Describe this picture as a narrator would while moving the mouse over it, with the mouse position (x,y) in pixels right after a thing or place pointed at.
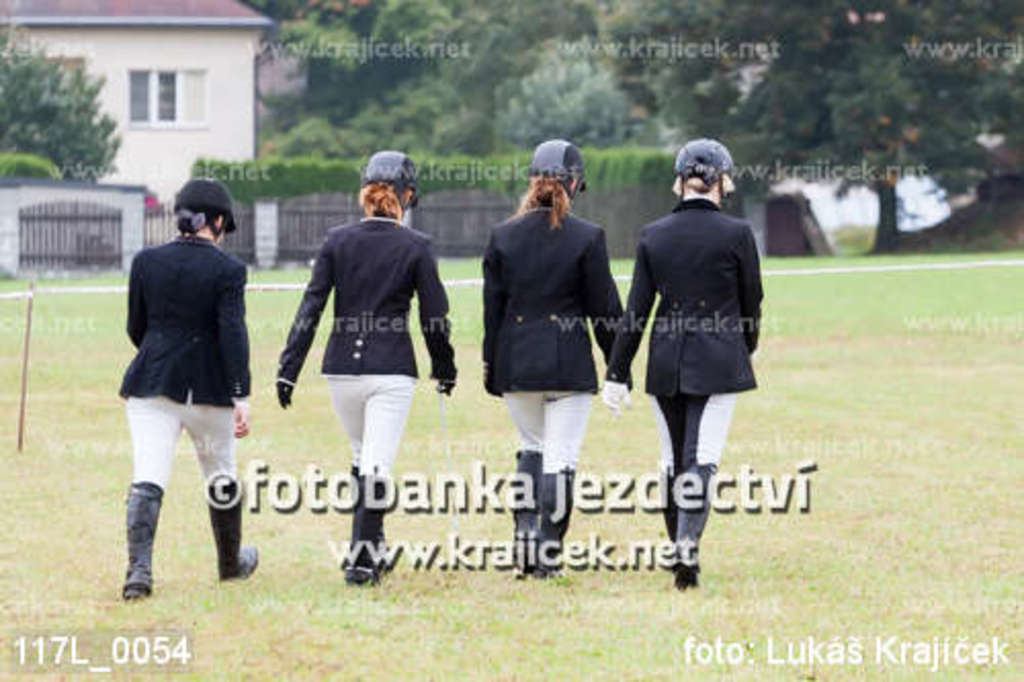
There are four women (583,314) walking. This is a gate (172,231). I can see the trees (628,109) and bushes (606,160). This looks like a house (172,123) with a window (175,114). Here is a grass (237,624). I can see the watermarks (577,567) on the image.
